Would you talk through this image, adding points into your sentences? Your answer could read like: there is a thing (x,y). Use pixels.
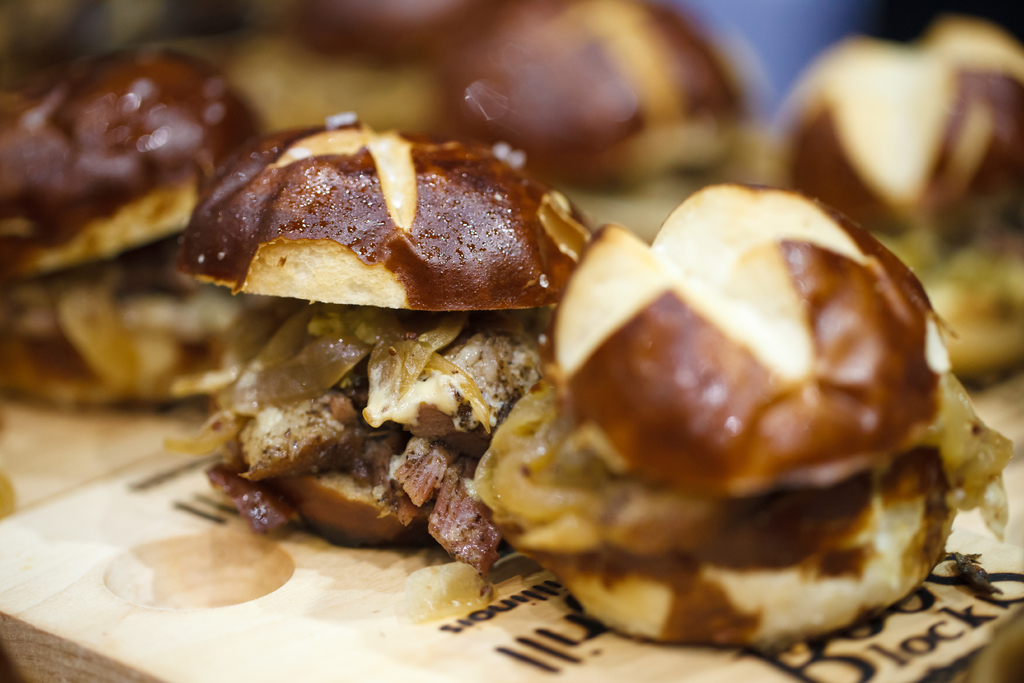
In this image in the foreground (263,324) there are some burgers (262,432), at the bottom (151,495) there is some object (68,585) and it looks like a plate (363,614) and there is blurry background (888,126).
